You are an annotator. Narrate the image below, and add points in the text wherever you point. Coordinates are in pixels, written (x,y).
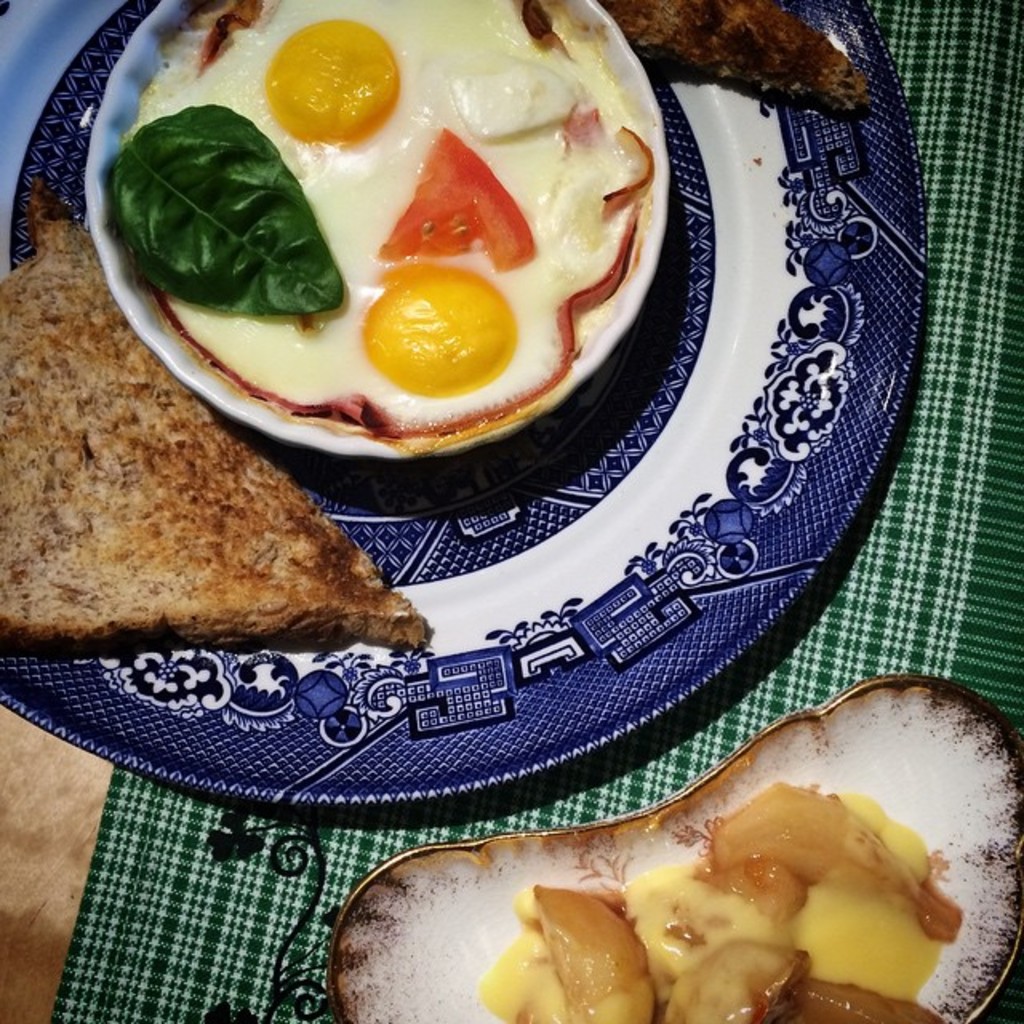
In this picture we can see a plate (169,660), bowls (409,1011), food items (99,496) and these all are placed on a cloth (286,983).
